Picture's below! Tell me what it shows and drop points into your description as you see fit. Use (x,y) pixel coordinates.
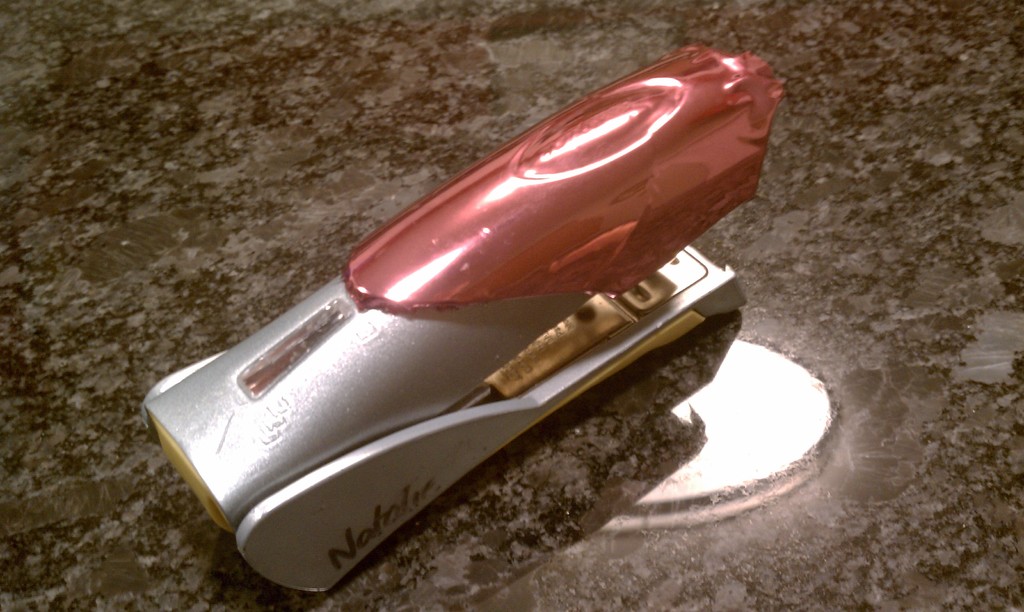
In this picture we can see a stapler (556,269) in the front (535,254), at the bottom (890,481) there is a flat surface (864,493), we can see reflection (773,441) of a light (773,426) on it.
